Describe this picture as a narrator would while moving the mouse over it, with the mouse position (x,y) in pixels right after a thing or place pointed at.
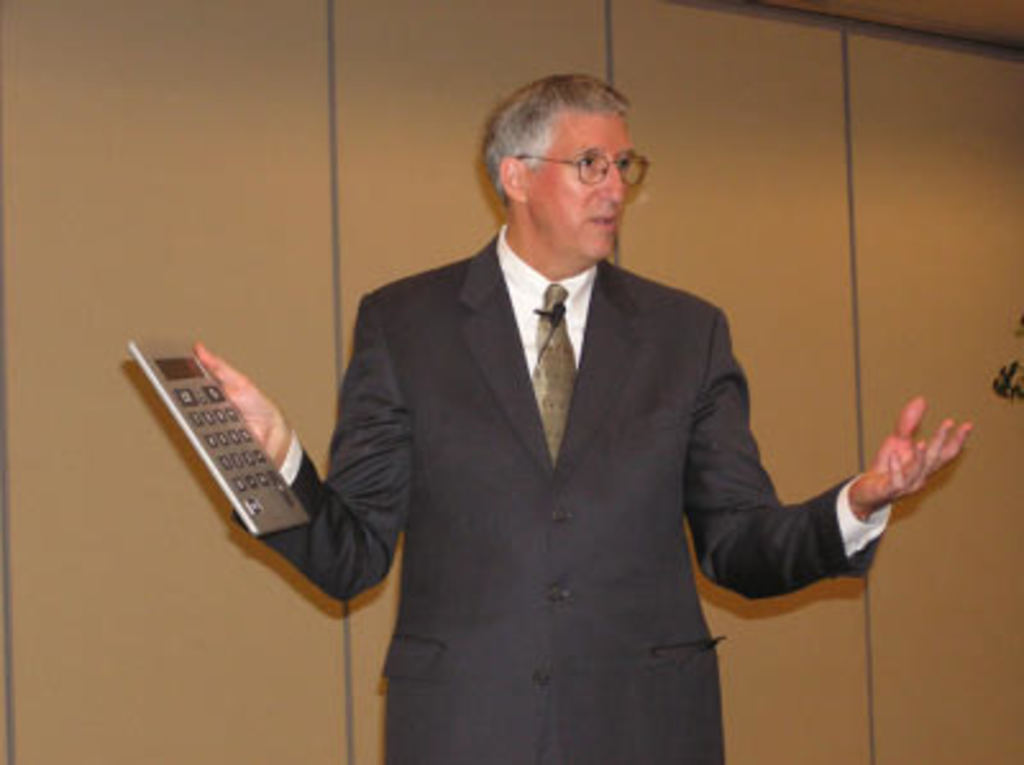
In the center of the picture (594,356) there is a person (597,427) in black suit (489,464) holding a calculator (194,364), behind him we can see wall (783,607).
